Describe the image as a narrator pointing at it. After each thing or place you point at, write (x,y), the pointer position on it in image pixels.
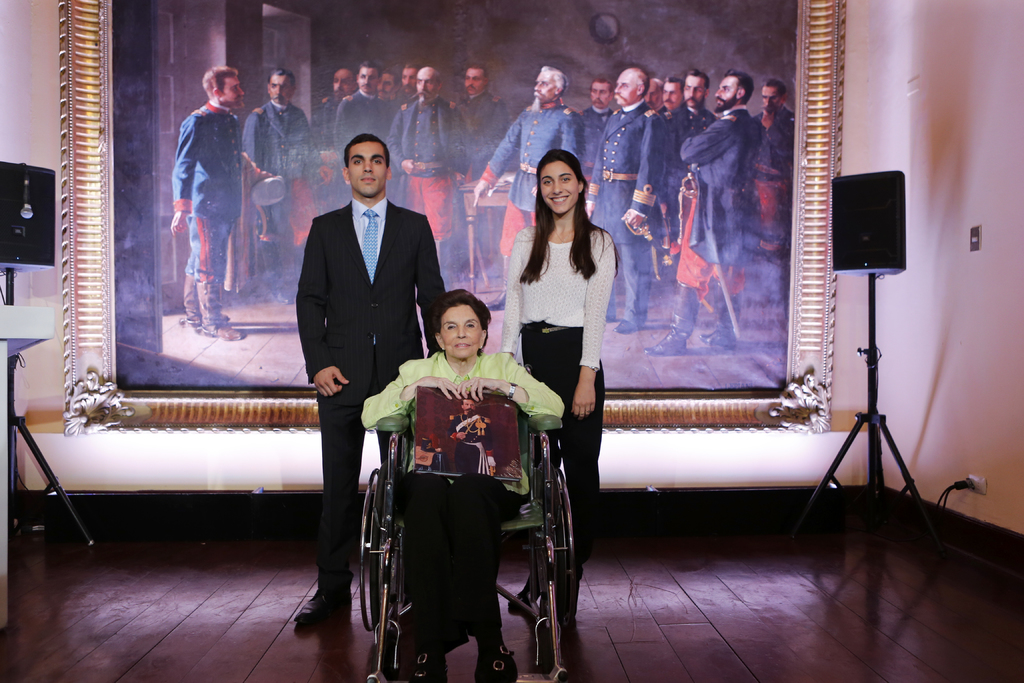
These two people (564,220) are standing and this woman (480,317) is sitting on a chair (393,473). These are speakers (872,246). This woman (475,335) is holding a book (488,420). Background (197,102) there is a picture (637,64) of a group of people (371,112).
